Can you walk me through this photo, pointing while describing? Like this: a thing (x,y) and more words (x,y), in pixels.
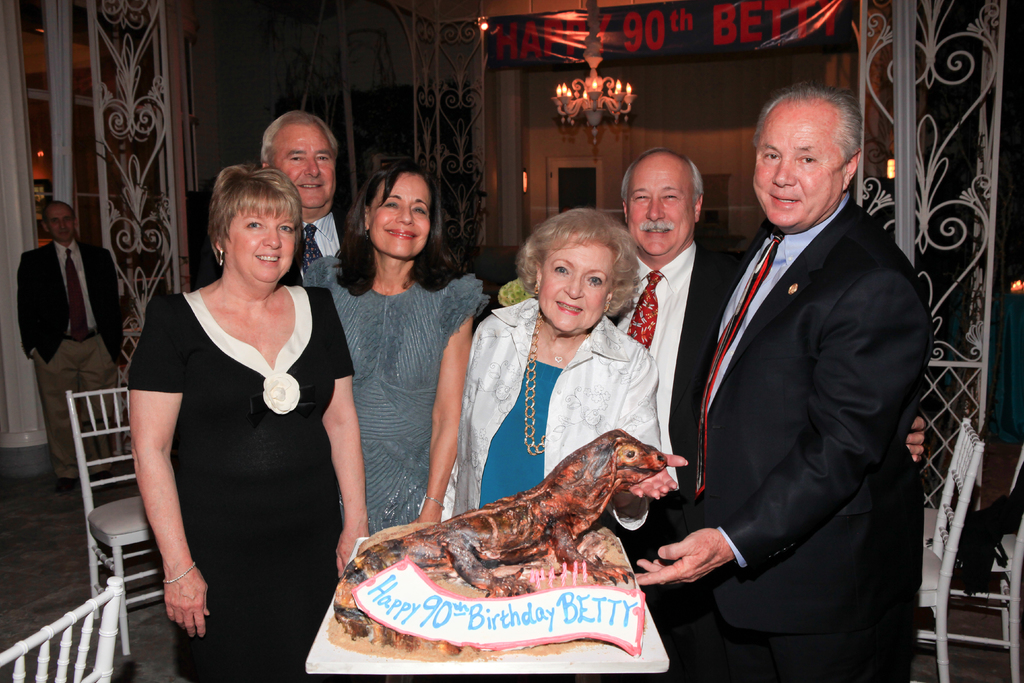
There is a group of person (439,333) standing in the middle of this image (471,386). There are some chairs (82,462) on the left side of this image (105,479) and right side of this image (935,522) as well. There is a wall (488,114) in the background (508,137). There is one person's (76,268) standing on the left side of this image (74,276). There is a cake (488,548) at the bottom of this image (507,582).
